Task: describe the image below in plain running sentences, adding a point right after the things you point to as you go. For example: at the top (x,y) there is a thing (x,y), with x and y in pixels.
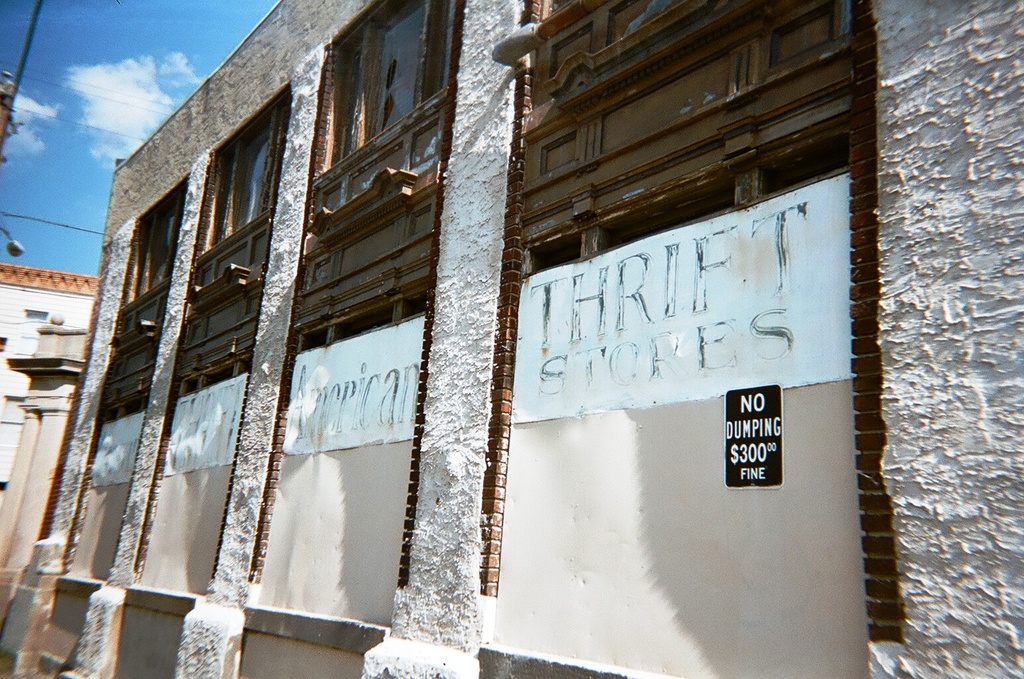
Here we can see buildings (284,451), posters (689,341), and a board (749,422). In the background (120,37) there is sky (117,91) with clouds (121,77).
